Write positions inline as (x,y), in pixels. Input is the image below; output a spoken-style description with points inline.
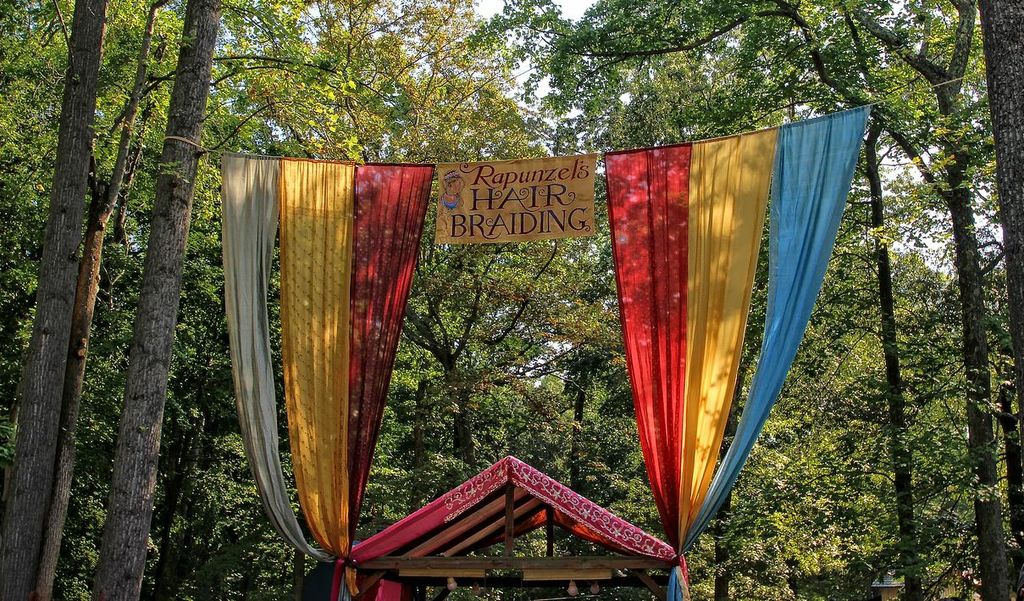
In this image there are trees (952,454). In the foreground (437,169) there is a rope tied between the trees (546,106). There are curtains (370,268) and a board (525,215) with text (529,199) on the rope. At the bottom (482,556) there is a shed (411,562) made with wood (472,539). At the top (586,12) there is the sky (571,13).
